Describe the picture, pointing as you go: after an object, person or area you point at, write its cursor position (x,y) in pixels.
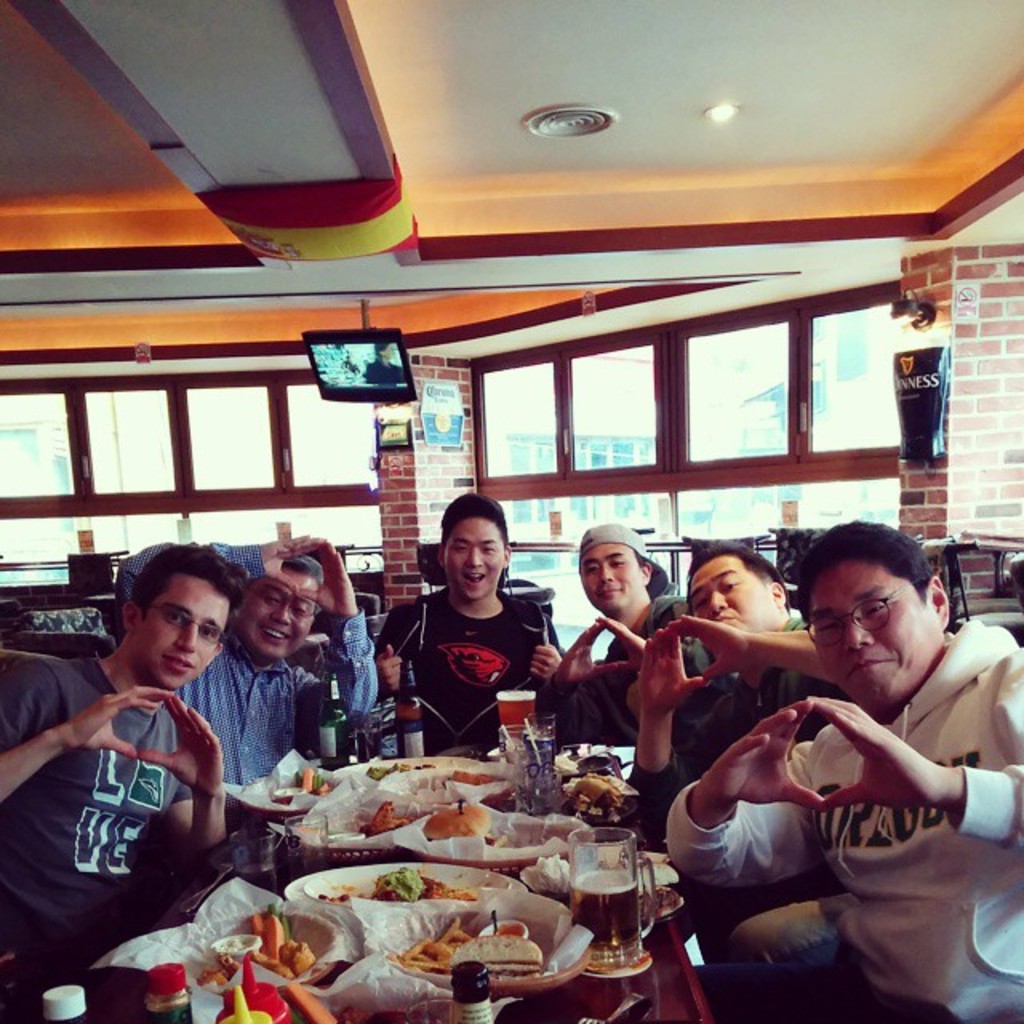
There are few people (888,718) sat around the table (591,1010). The table (453,956) has many food items (279,954) and beer glass (609,929). It seems to be a restaurant bar (595,256) and over the background (140,418) there are glass window (615,449). There is a tv (347,359) on middle (367,361) over the top.
